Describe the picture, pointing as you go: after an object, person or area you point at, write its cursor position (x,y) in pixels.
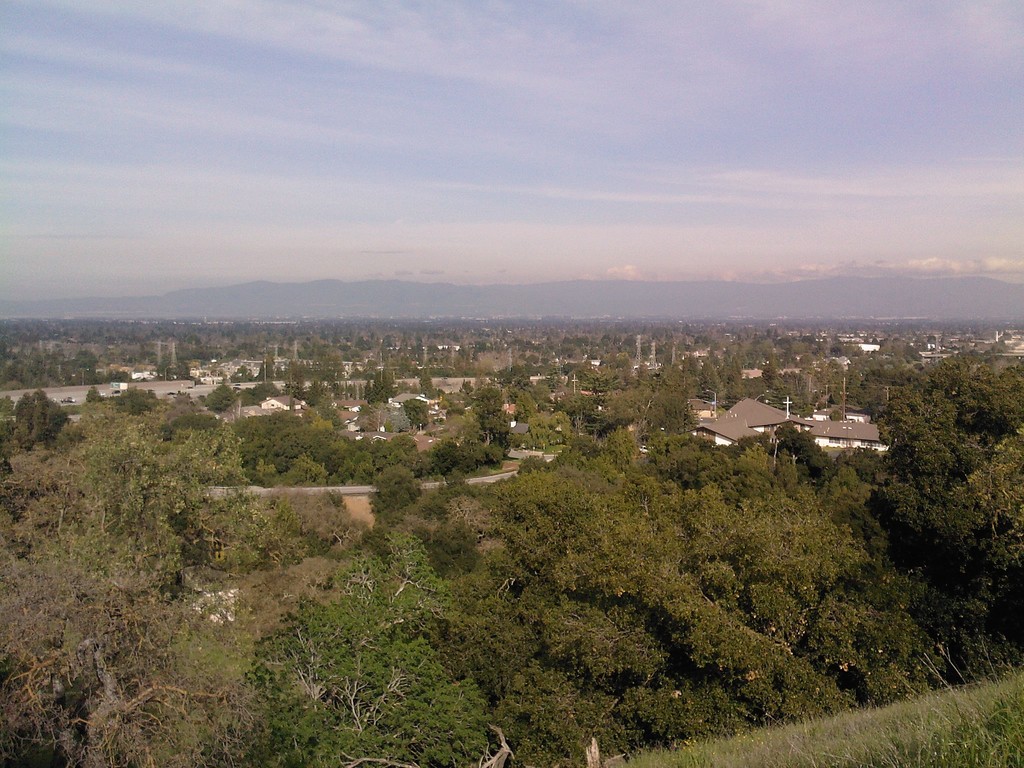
In this image I can see a trees (391,500) and houses (835,422). Back I can see mountains (497,294). The sky (545,146) is in blue and white color.
